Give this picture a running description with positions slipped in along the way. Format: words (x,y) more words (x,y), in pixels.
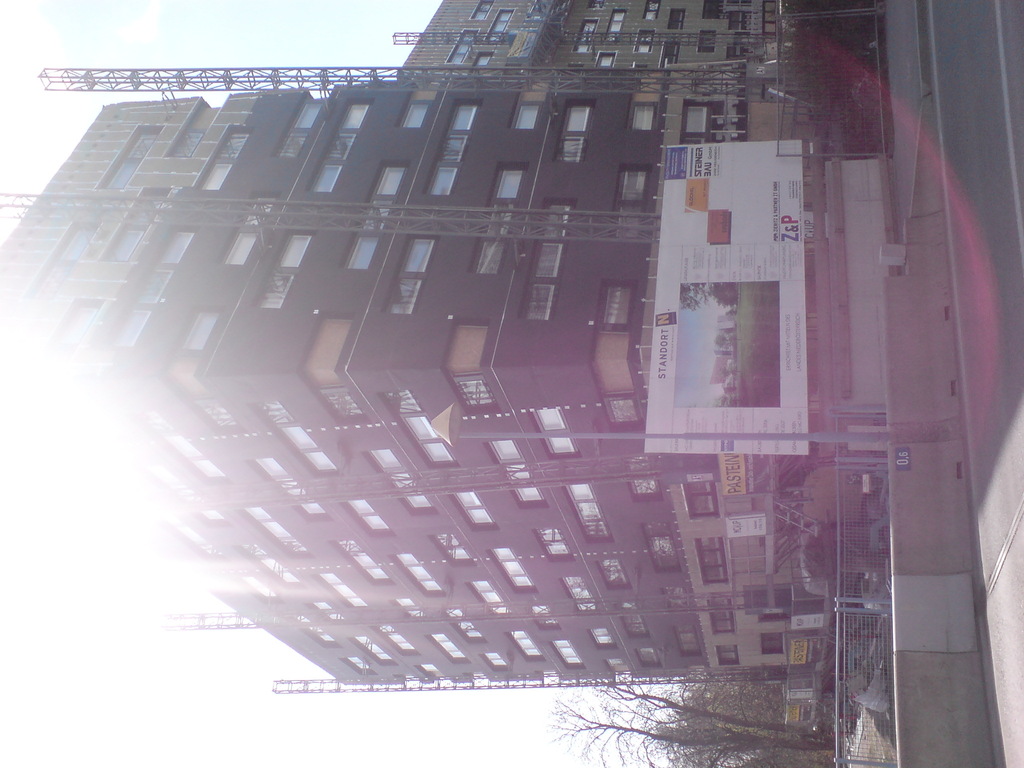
In this picture we can see few buildings (467,335), metal rods (498,224), trees (702,708), fences (843,617) and hoardings (650,429).
